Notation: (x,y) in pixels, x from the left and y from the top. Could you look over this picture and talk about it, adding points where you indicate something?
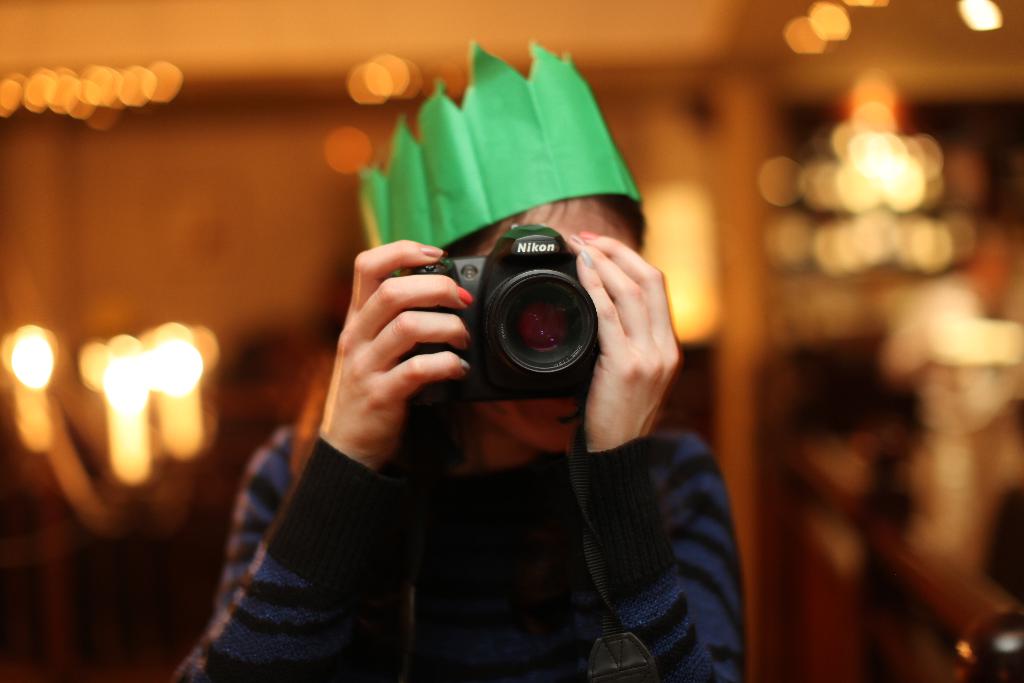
In this image, we can see a person (379,346) standing and holding a camera (541,383), there is a blur background, we can only see the lights (662,248).
